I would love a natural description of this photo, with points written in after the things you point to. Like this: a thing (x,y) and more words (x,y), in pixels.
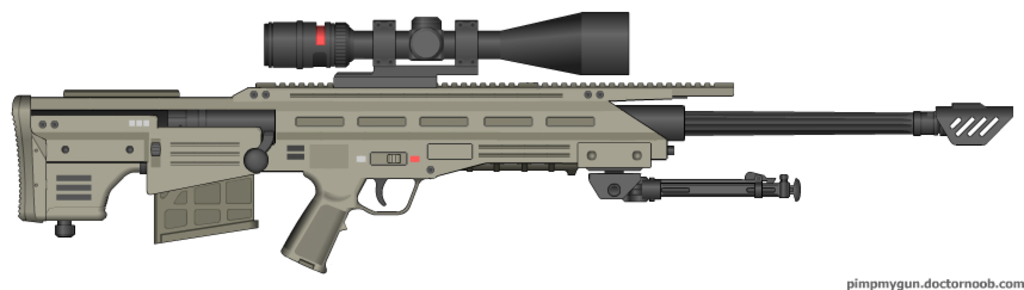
This image consists of a gun (129,127). It is in gray color.
